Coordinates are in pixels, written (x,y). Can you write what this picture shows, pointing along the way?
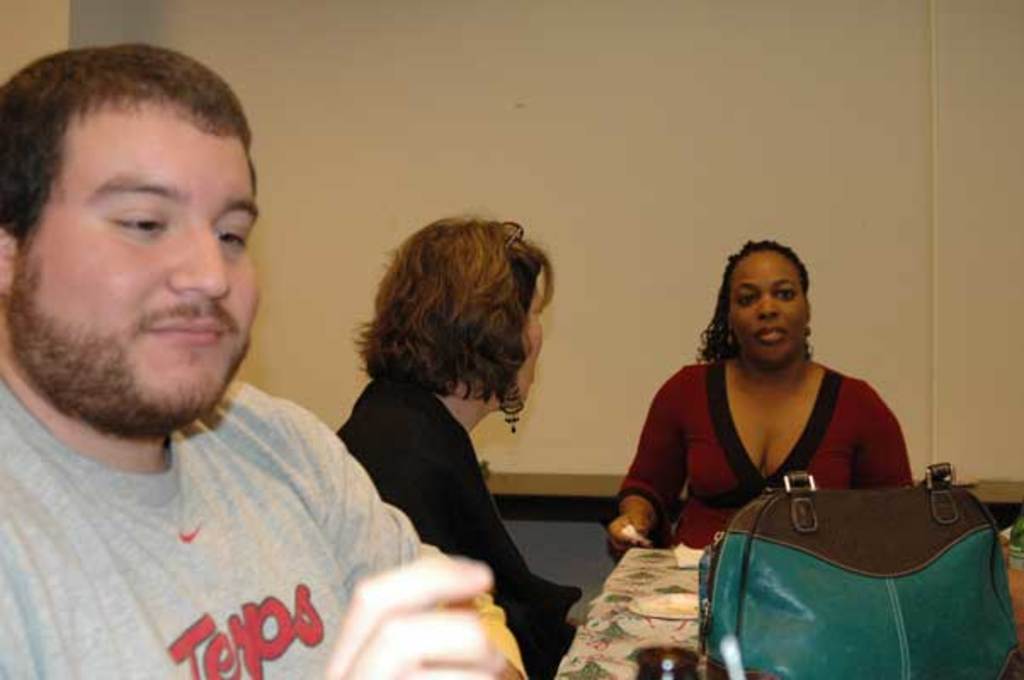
On the left side of the image (118,471) there is a man (216,521) sitting. There are two women (523,612) sitting on the chairs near the table (660,579). This is the blue color leather bag (931,598) placed on the top of the table (647,625). On the background (620,173) there is a wall (516,137).
